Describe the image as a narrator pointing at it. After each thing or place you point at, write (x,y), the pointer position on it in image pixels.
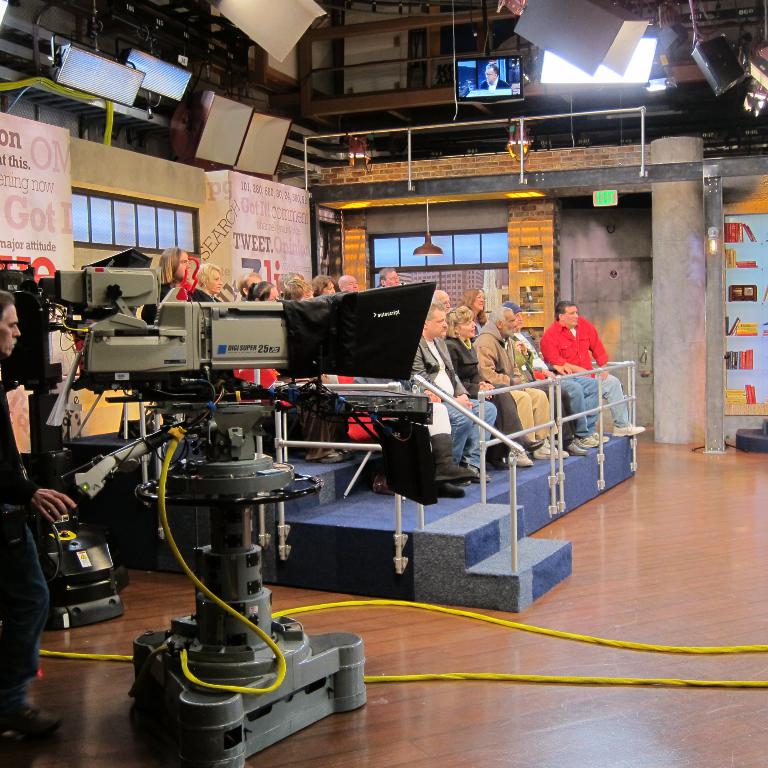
In this image I see number of people (244,295) who are sitting and I see the railing (552,395) over here and I see the steps (509,520) over here and I see the floor (634,595) and I see a man (7,329) who is near to the cameras (363,346) and I see the yellow color wires (603,644). In the background (271,241) I see the boards (49,225) on which there is something written and I see a screen (500,75) over here and I see the light (601,76) over here and I see the white color boards (565,25) and I see the wall (629,241).
